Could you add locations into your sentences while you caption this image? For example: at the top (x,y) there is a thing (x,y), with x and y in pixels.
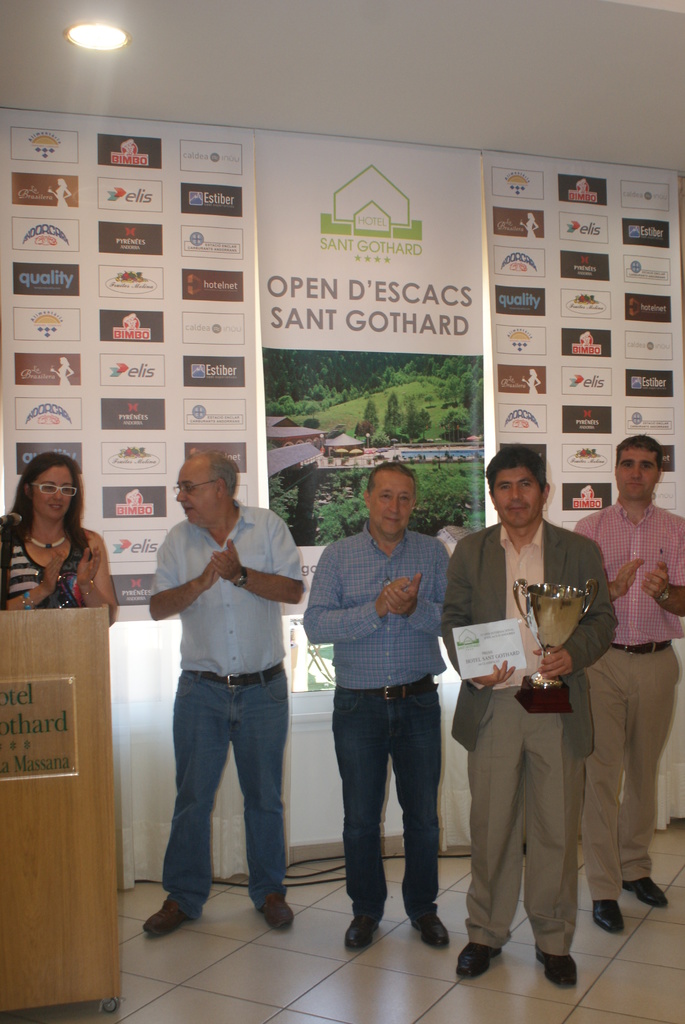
In this image I can see five persons (273,566) standing. And one person (514,699) is holding trophy (537,684) and a sheet (493,649). In the background (266,235) there is a board (370,279) attached to the wall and there is a ceiling (284,68) with light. In the bottom left corner (83,687) it looks like a mike (9,549) and podium (78,789).
